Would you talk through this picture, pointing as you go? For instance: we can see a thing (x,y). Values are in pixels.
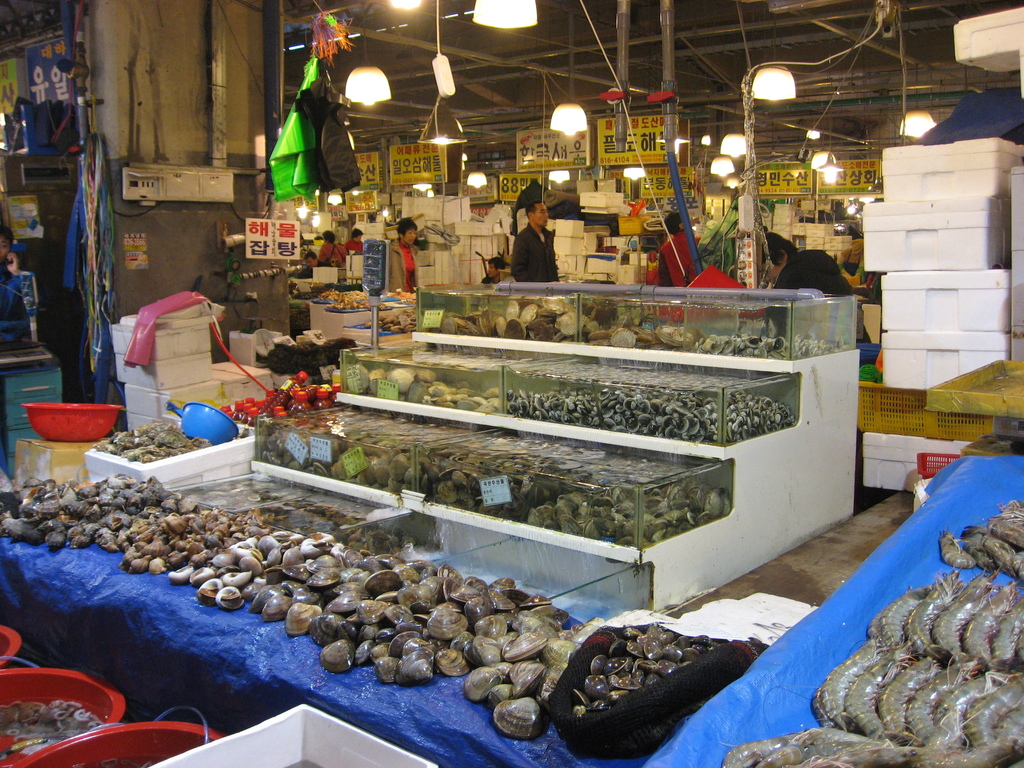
In this image, we can see some sea foods (928,664). There is a display counter (378,536) in the middle of the image (504,344). There are boxes (210,349) on the left (152,387) and on the right side of the image (983,294). There are persons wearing clothes (534,242). There are some boards (440,154) and lights (529,25) at the top of the image (757,78). There are buckets (85,751) in the bottom left of the image (66,674). There is a box (329,722) at the bottom of the image (350,740). There is bowl (36,416) on the box (74,463).
